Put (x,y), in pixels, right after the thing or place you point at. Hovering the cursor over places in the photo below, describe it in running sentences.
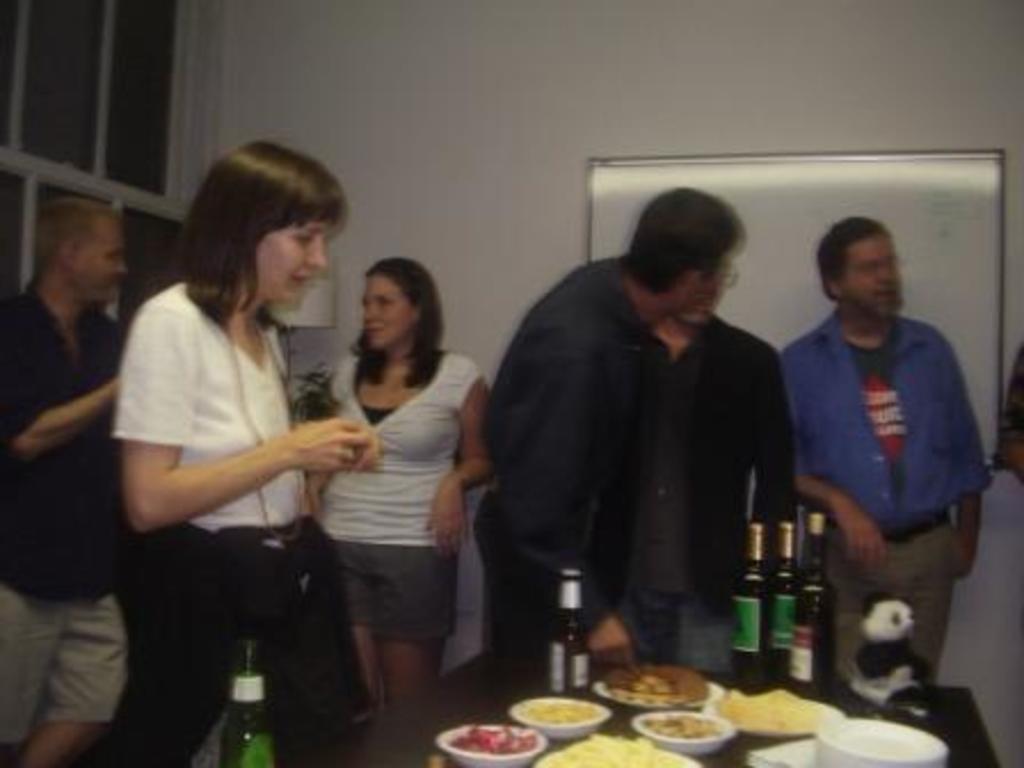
As we can see in the image there are few people (308,434) here and there, white color wall (512,17), windows (65,21) and a table (406,758). On table (414,758) there are bowls (528,741), bottles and food items (645,699).
